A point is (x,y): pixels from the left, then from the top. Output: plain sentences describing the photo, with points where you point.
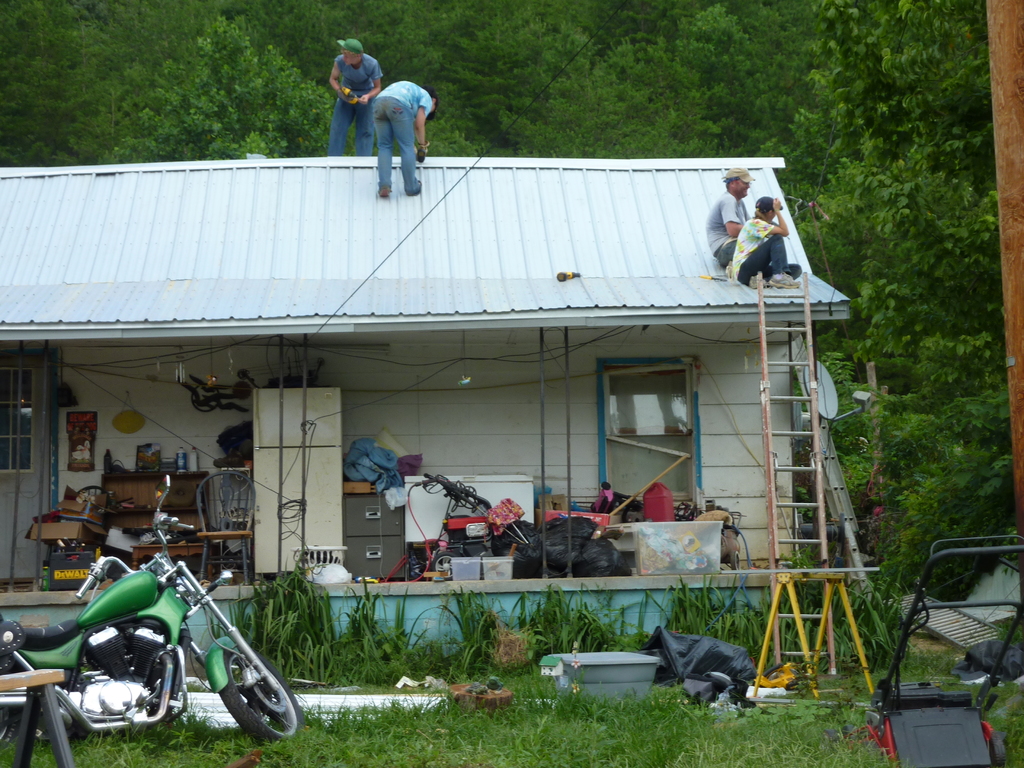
In this image I can see a bike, tub (649,683), chairs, covers (720,667), metal rods (362,701) on grass (514,730). In the background (822,523) I can see a house (455,430), table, bags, ladder (829,453) and four persons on a rooftop (583,232). At the top (633,96) I can see trees (646,101). This image is taken may be during a day.
